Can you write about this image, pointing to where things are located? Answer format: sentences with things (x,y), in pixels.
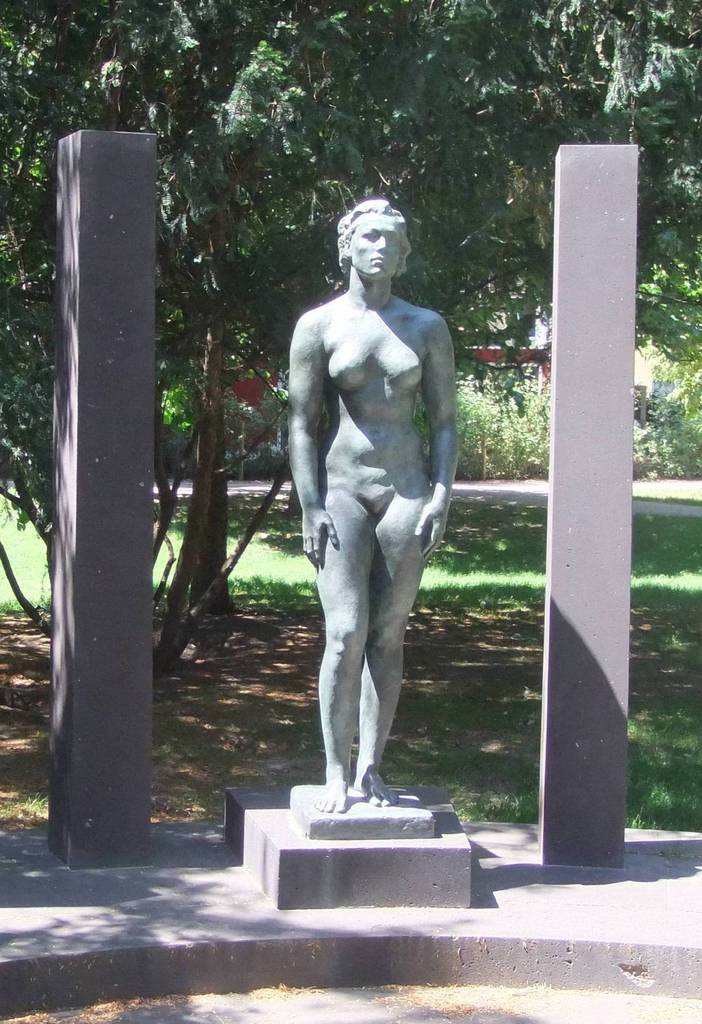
In the foreground of this image (380,488), there is a sculpture (349,628) and two pillars (140,608) beside it. In the background (535,141), there are trees (359,124), grass (469,580) and a path (504,496).
